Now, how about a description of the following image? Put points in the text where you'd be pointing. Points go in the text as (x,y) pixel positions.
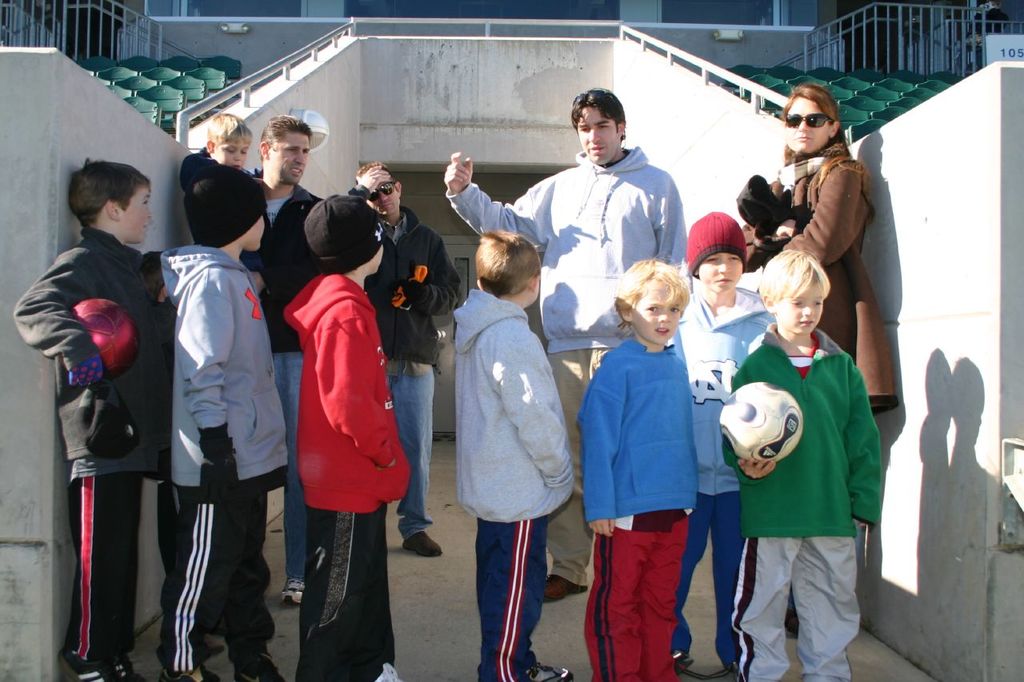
In the picture I can see children's (590,464). On the right side of the image (811,394) I can see one boy (797,468) is holding the ball (792,439). On the left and right side of the image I can see the seats (162,111).
